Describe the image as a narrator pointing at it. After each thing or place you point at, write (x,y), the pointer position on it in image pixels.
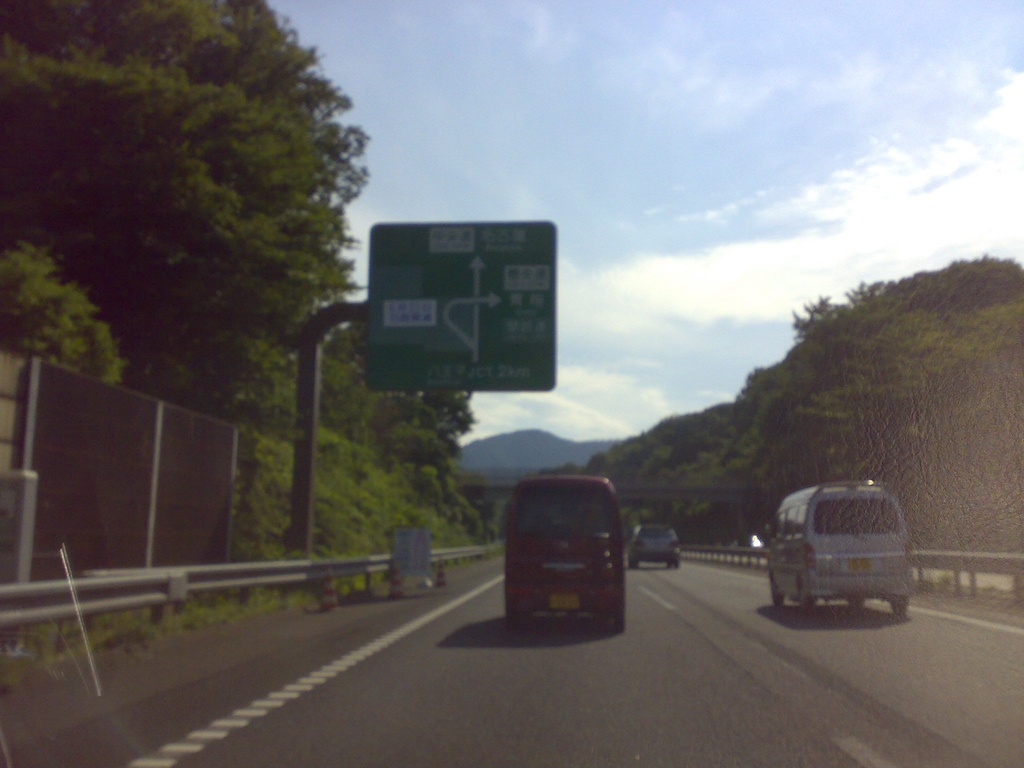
In this image there is a road (477,596). There are vehicles (513,575). There is fencing (226,518) on the both sides. There are the trees (376,506) on both sides. There are mountains (567,455) in the background (522,446). There is a sky (681,347).
